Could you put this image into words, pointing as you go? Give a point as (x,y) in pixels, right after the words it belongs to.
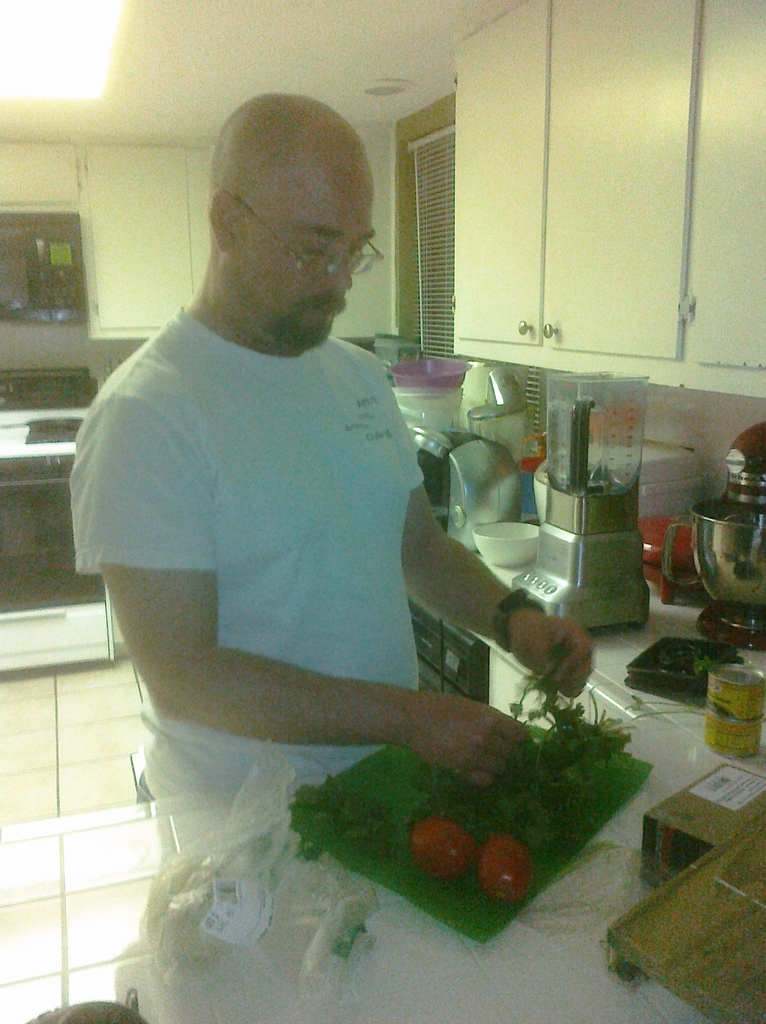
In this image in the front (297,522) there is a man (295,634) standing. In front of the man (301,581) there are vegetables (528,758) and there are objects (731,748). In the background (576,509) there is a jar mixer (577,498), there are wardrobes (522,295) on the wall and there is a gas stove (54,424).
